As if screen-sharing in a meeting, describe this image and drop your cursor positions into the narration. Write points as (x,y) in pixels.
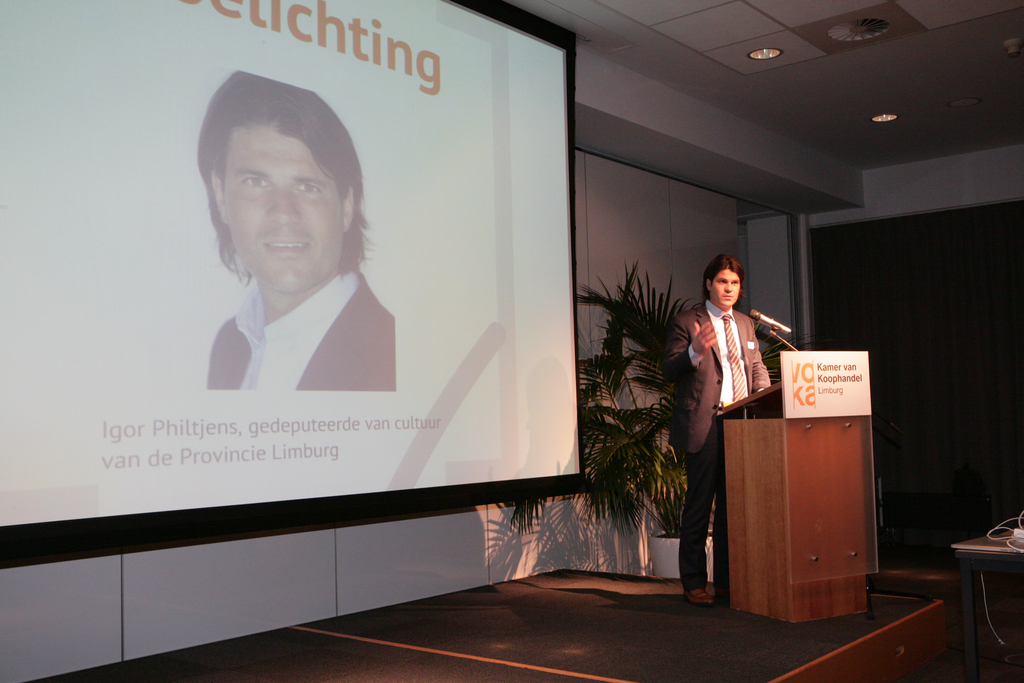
On the right side of the image (742,358) we can see person (725,369) standing at the desk (728,517). In the background (775,306) we can see houseplant (641,382), curtain (834,318), door (755,259), screen (104,285) and wall (584,228).
